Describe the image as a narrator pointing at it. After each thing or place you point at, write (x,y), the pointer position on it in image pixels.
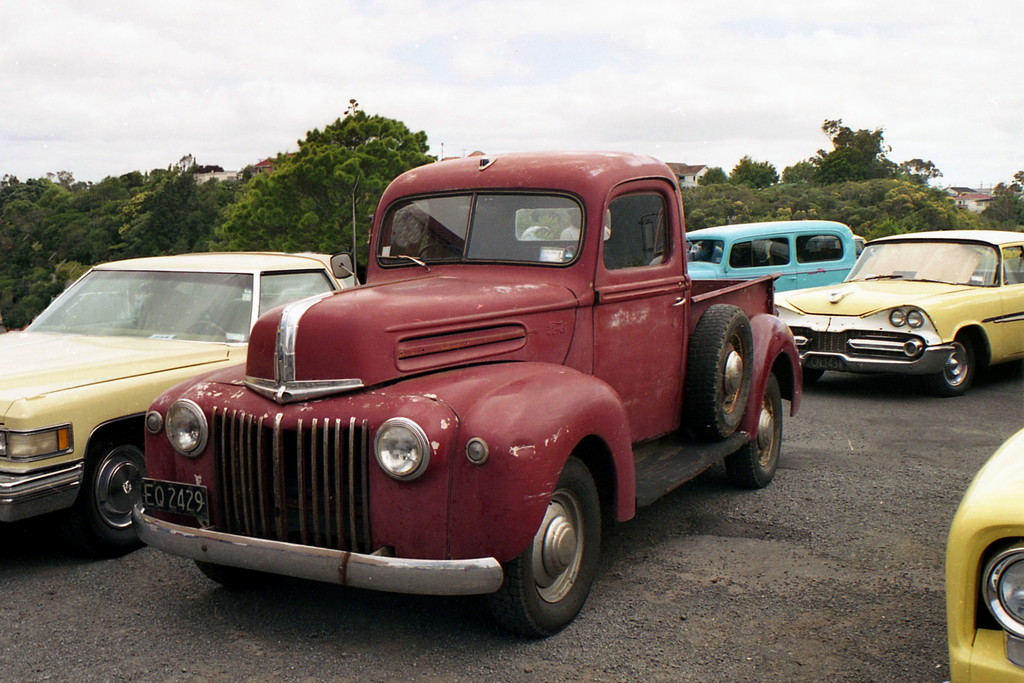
In the picture we can see some vintage cars (518,590) are parked on the path (598,675), some are yellow in color, one is blue in color and one is red in color and in the background (985,93) we can see full of trees (1012,220) and a sky (441,121) with clouds (441,121).
